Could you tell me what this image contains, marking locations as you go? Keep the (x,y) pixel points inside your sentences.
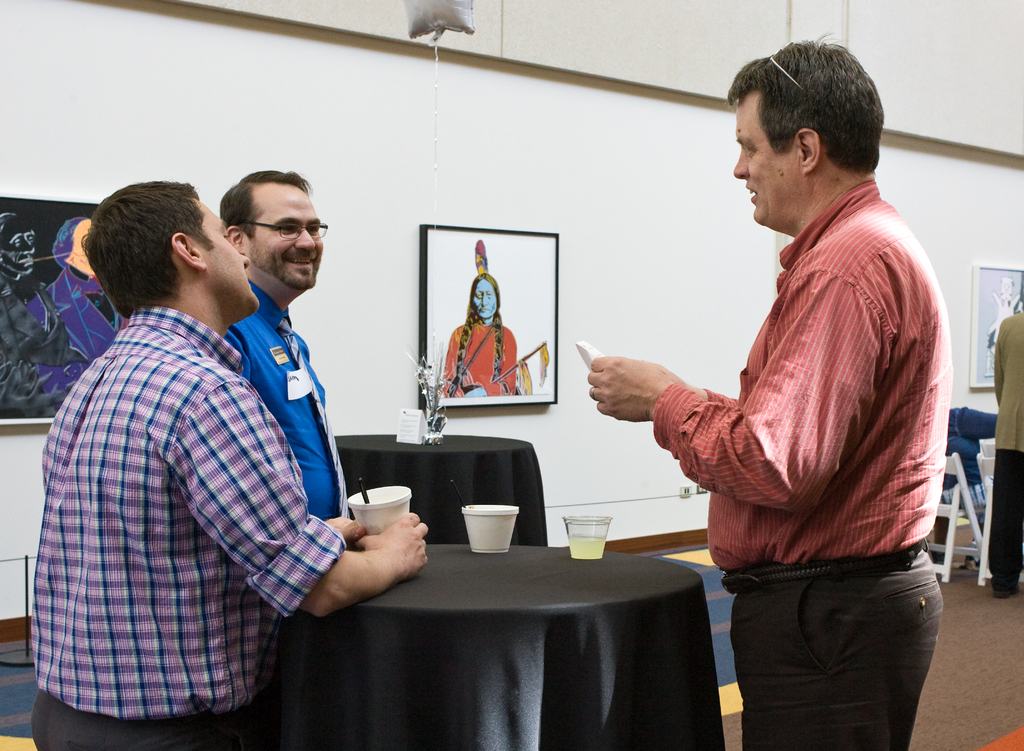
In this picture there are three men (203,291) who are standing. There is a cup (500,535) on the table (507,564). There are three frames (984,367) on the wall (614,324). There is a chair (991,467).
